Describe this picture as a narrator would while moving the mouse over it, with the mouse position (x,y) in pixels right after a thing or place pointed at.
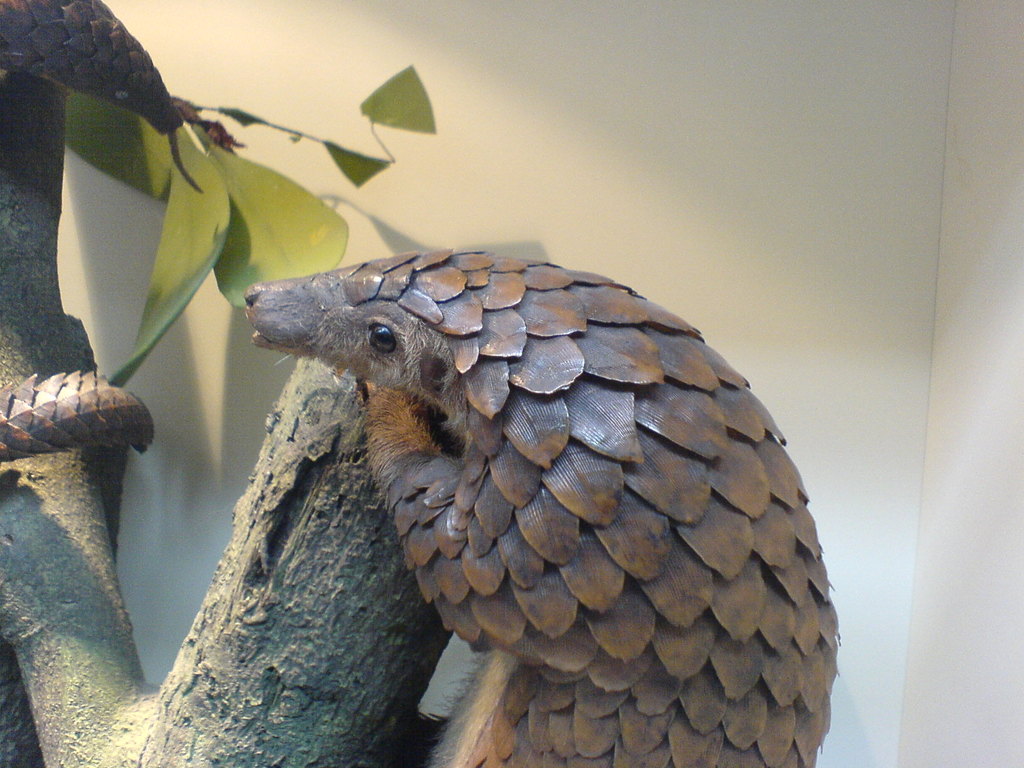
In this picture, we see an animal (517,722) or a pangolin (446,454) in brown color, is on the tree (257,591). Behind that, we see a wall (755,286) which is white in color.
